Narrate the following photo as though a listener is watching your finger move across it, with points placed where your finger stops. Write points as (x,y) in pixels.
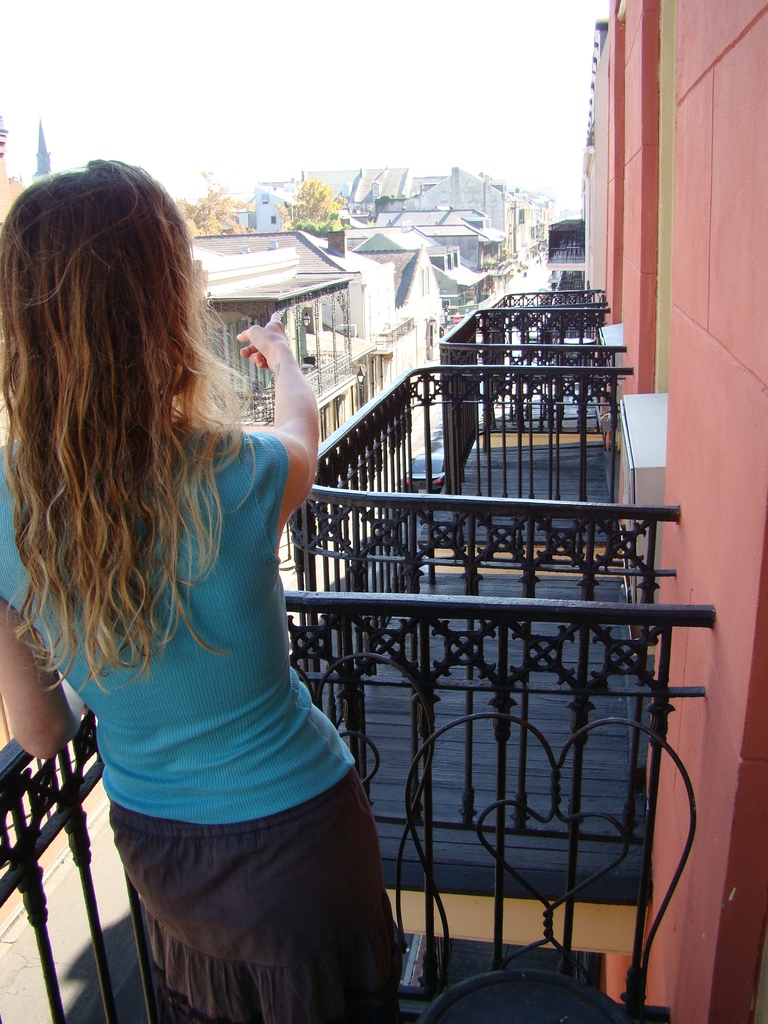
This image consists of a woman (217,754) wearing a blue top (227,796) and a black skirt (200,868) is standing in a balcony (437,972). In the front (628,768), we can see the railings (465,386) in black color. On the left (236,239) and right, there are buildings (501,201). And we can see some trees (312,215) in the background (211,208). At the top (207,41), there is sky (245,76). At the bottom (74,986), there is a road (79,969).
